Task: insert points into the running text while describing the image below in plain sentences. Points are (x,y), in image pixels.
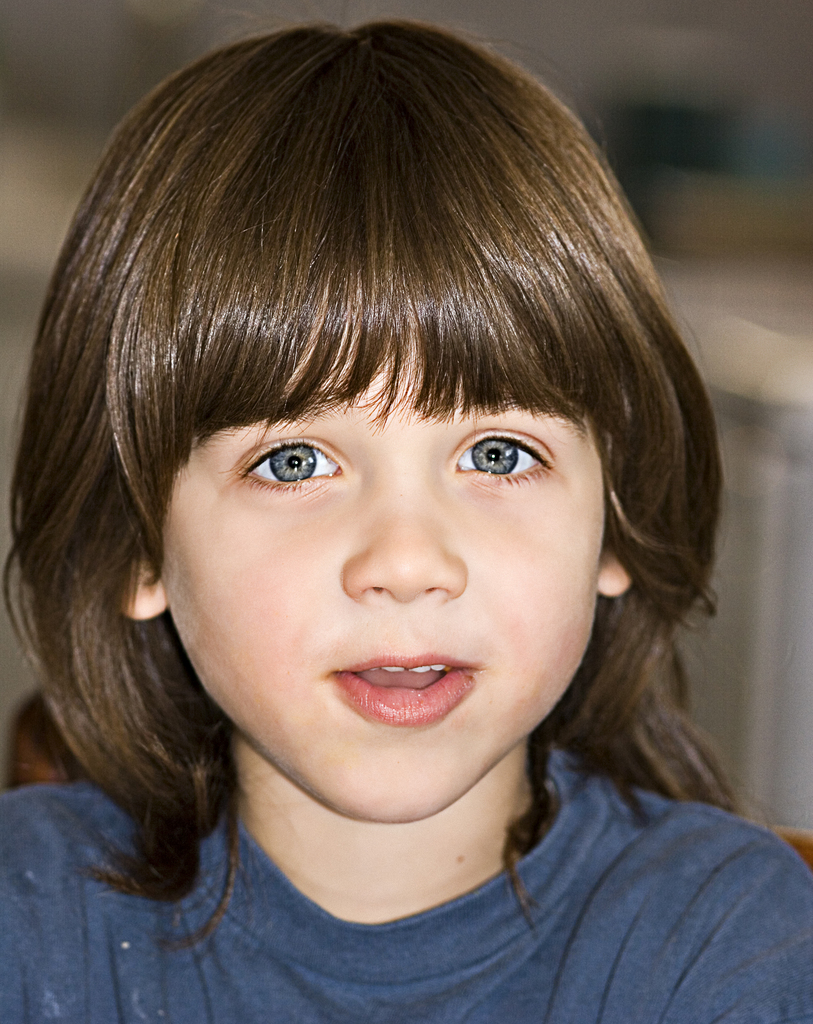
There is a picture of a kid (300,756) as we can see in the middle of this image (280,448).
